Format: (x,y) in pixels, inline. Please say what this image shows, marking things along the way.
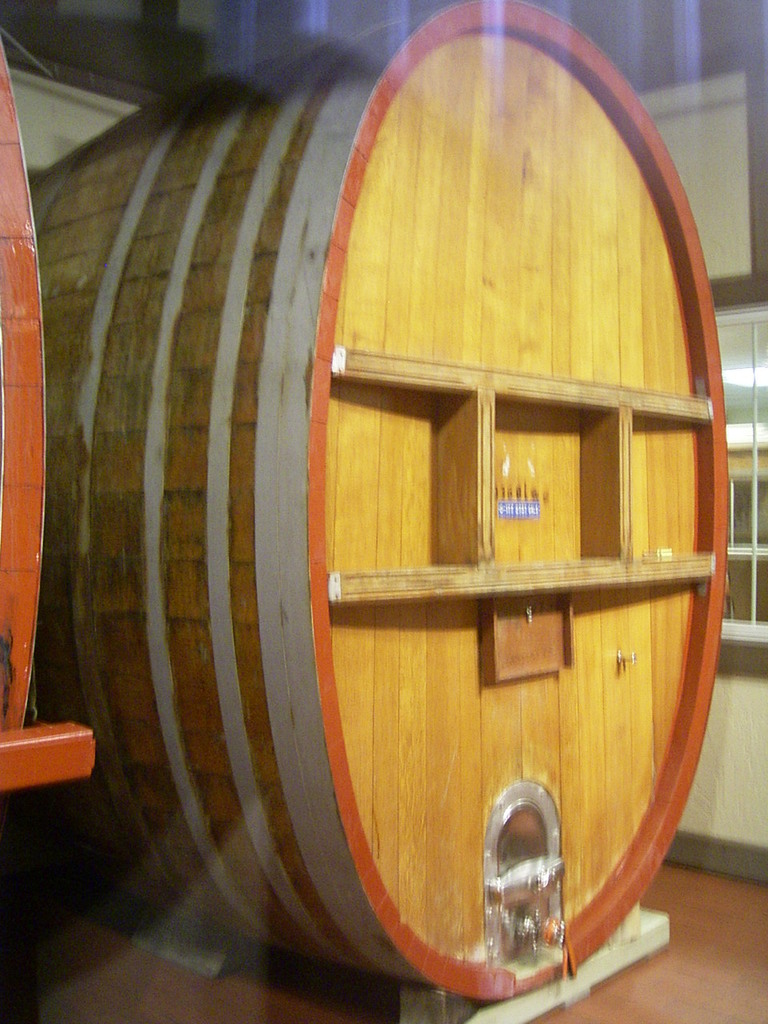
In this image in the foreground (410,704) there is a glass (170,22) and through the glass (174,8) we could see some barrels (187,539), and also there is glass window (724,351), wall (728,726) and some objects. At the bottom (142,1012) there is floor (681,961).
